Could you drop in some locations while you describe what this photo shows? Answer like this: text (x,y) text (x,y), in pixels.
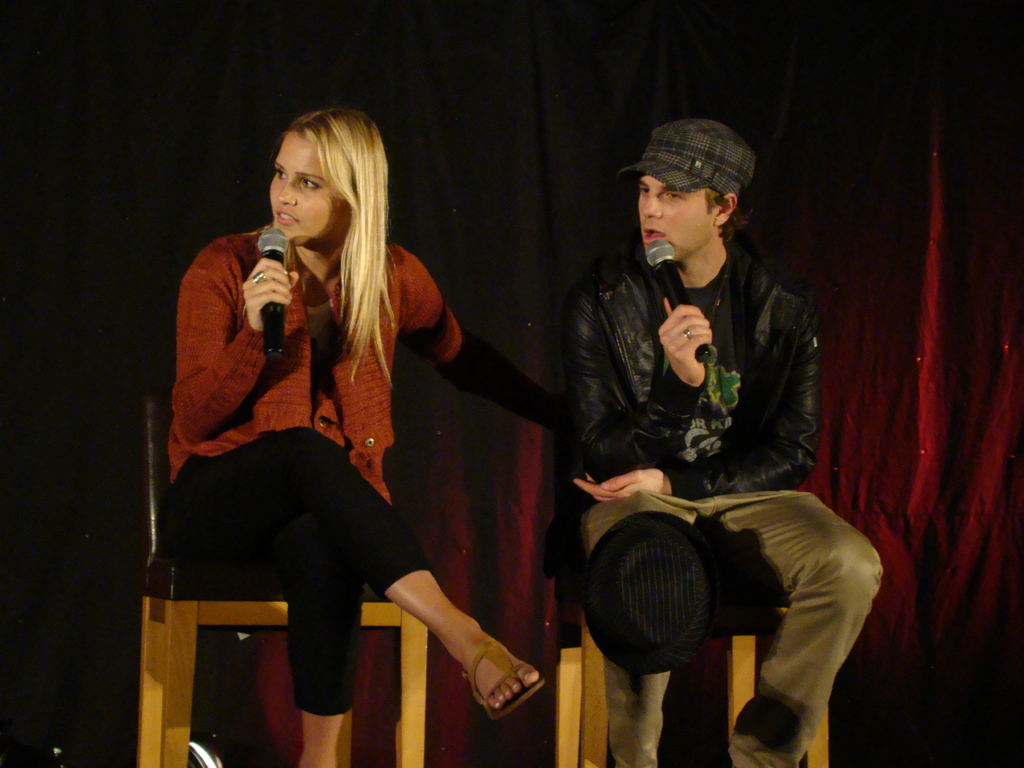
In this image we can see a man (681,470) and a woman (345,490) sitting on the chairs (578,739) and holding the mikes (672,268). In the background (402,452) we can see the red color curtain (889,289). We can also see the man (744,442) who is sitting on the chair (731,591) is wearing the cap (685,148).
